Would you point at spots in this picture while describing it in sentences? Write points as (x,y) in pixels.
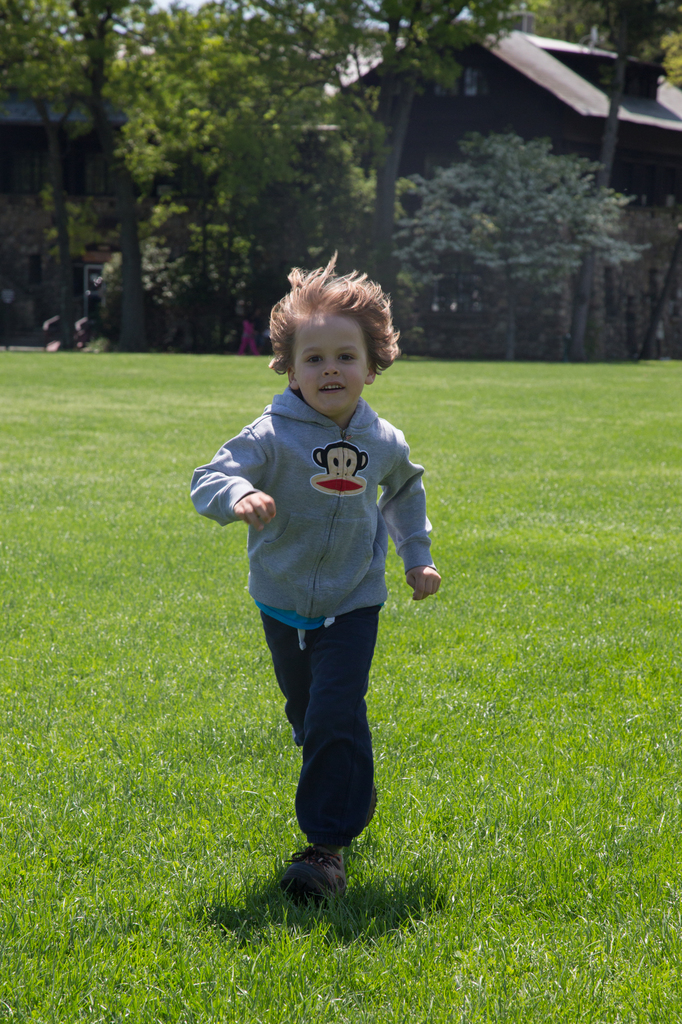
In this image, we can see a kid (314,591) is running on the grass (372,829) and smiling. Background (70,142) we can see few houses (72,191), trees (217,277), plants (564,194).
